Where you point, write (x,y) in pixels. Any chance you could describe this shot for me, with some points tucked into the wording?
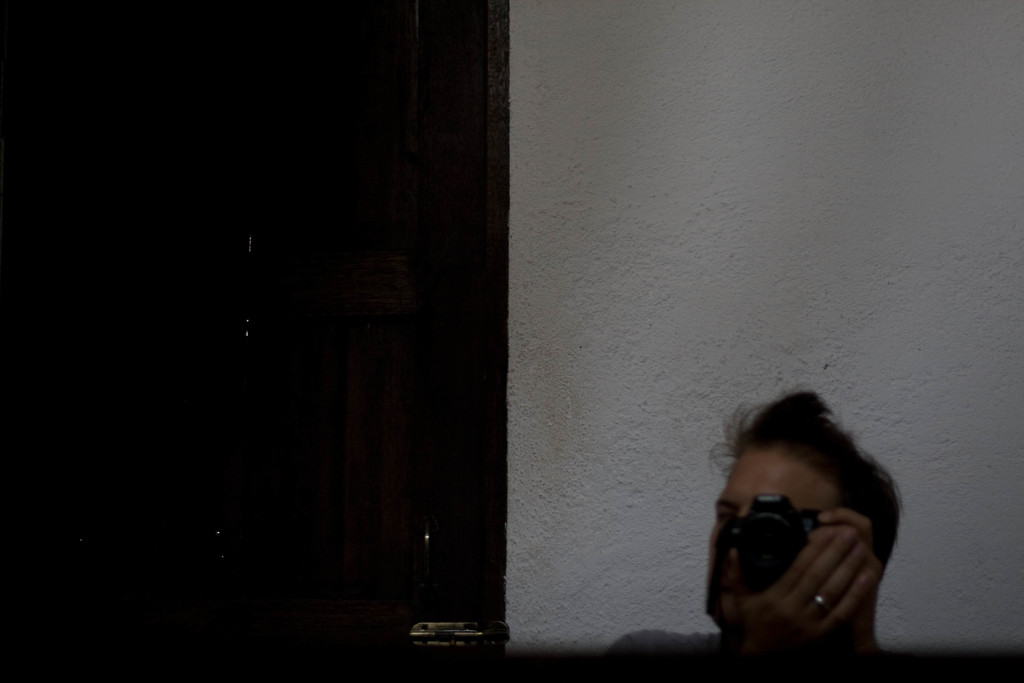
At the bottom right side of the image (837,597) we can see one person (796,645) holding camera (777,571). In the background (783,378) there is a wall (631,245) and door (72,506).
